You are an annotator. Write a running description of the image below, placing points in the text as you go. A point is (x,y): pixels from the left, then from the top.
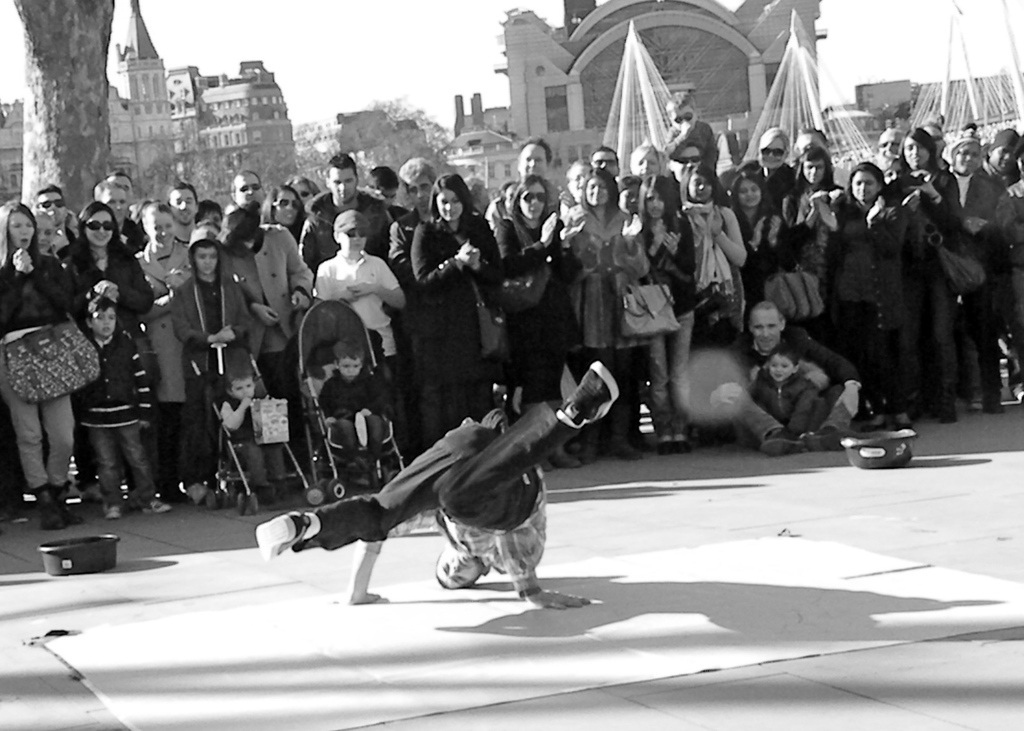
In this image we can see a group of persons (615,297) are standing on the road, here a man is sitting, here a person (513,487) is doing dance, here is the carpet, here are the buildings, at above here is the sky (494,31).
